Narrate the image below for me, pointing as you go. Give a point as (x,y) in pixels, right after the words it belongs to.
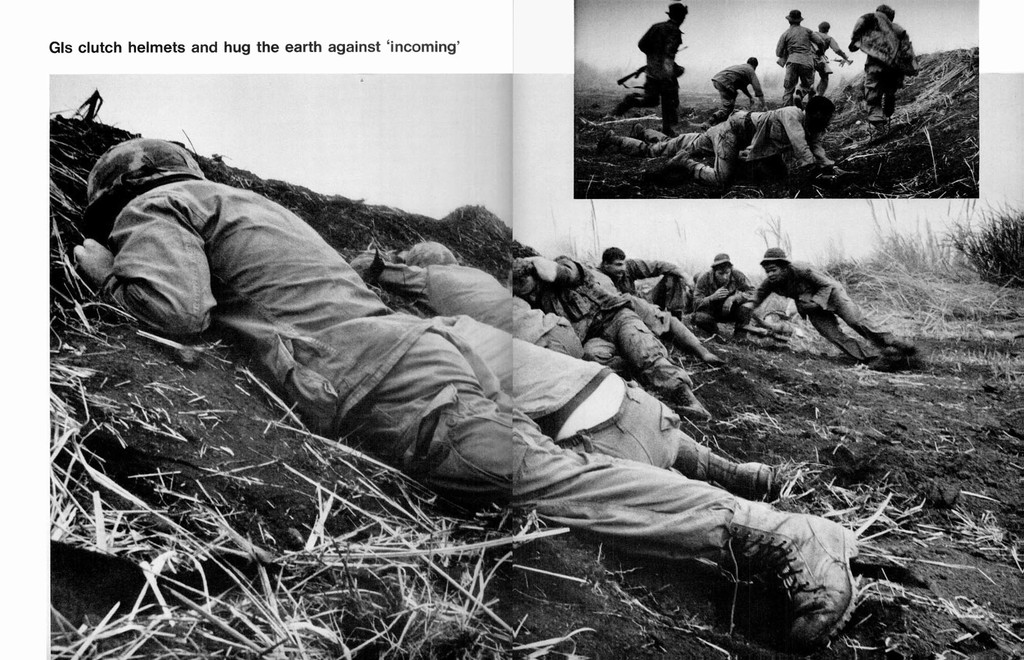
This is a black and white, collage picture. In this picture we can see the people (865,327), ground (794,401), grass (966,286) and plants (1012,242). Looks like they are military people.
